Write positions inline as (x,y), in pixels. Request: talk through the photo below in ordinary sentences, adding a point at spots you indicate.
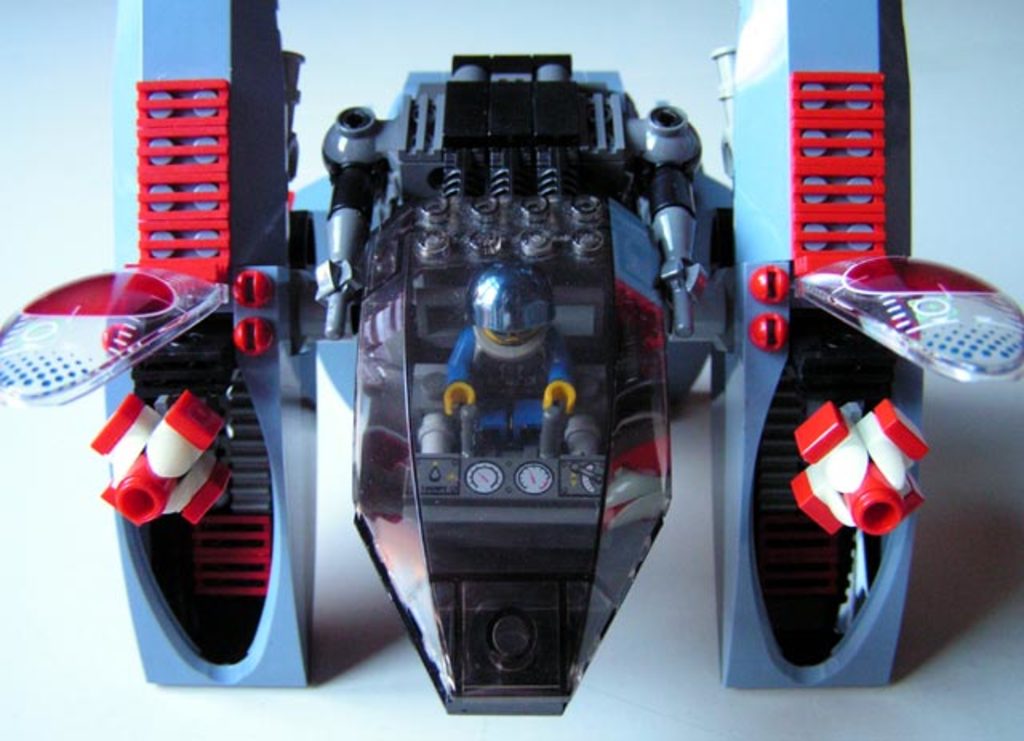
In the image there is a lego spaceship (554,124) with a lego toy (482,422) sitting in the middle (520,349) on a table (684,639).
